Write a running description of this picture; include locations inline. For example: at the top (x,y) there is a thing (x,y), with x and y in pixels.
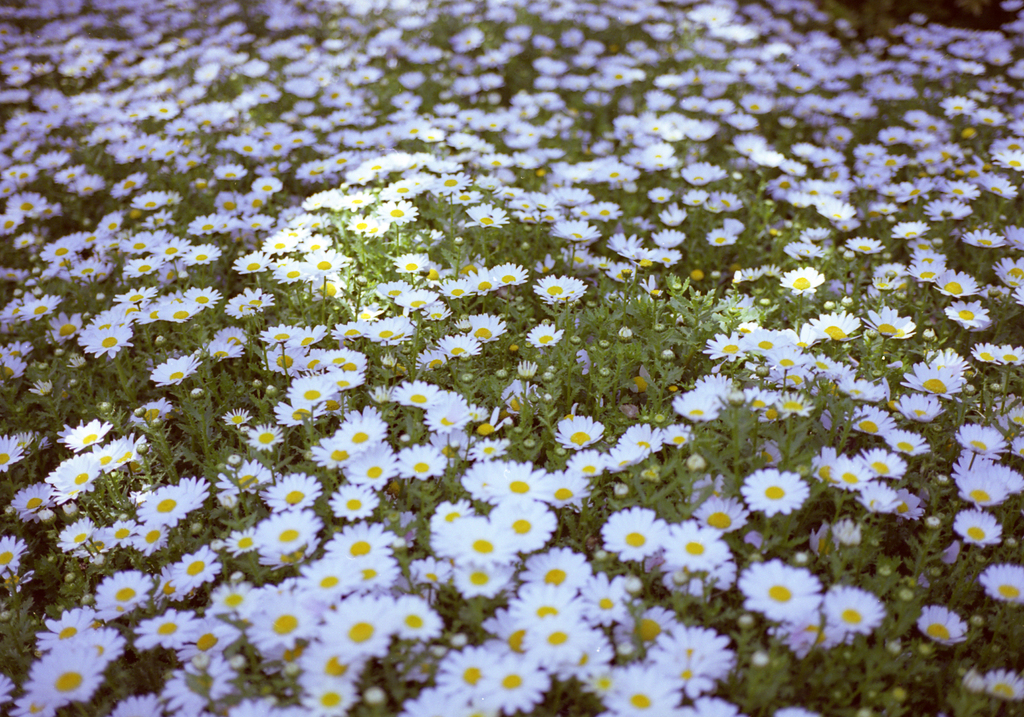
In the picture there are many flowers (850,317) present to the plants (558,399).
